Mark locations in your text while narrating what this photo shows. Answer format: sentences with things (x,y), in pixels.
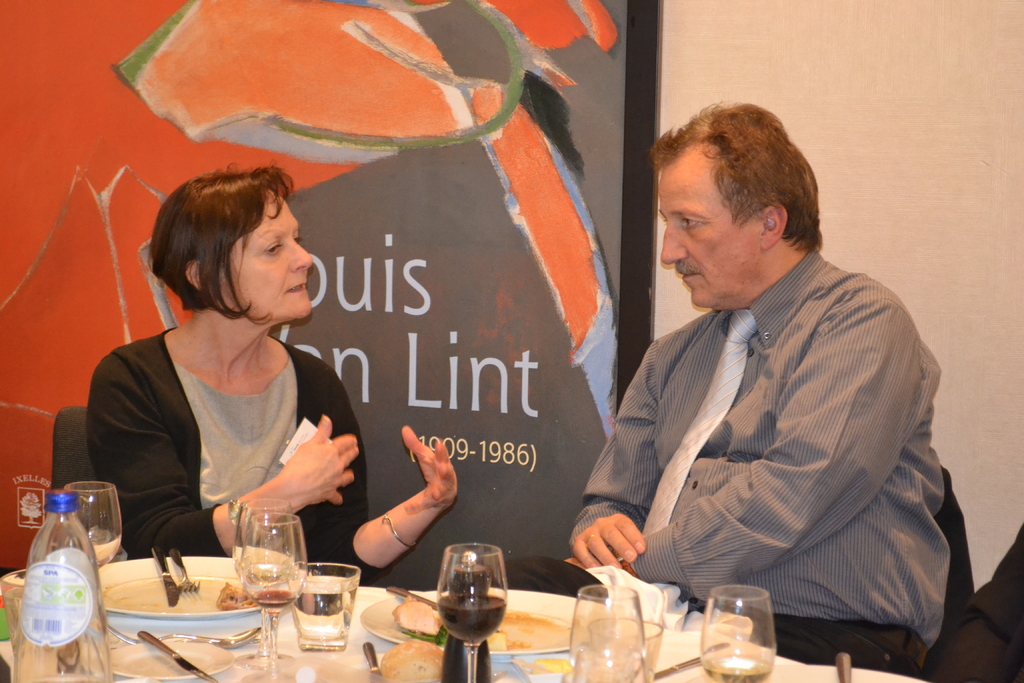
In this image there are two people (291,400) sitting and talking before them there is a table (433,674). On the table (288,650) there are glasses (316,595), plates (151,608), forks (190,590), knives (171,579), bottles (60,509) and some food (403,609). In the background (518,81) there is a board (526,98) and wall (755,80).
